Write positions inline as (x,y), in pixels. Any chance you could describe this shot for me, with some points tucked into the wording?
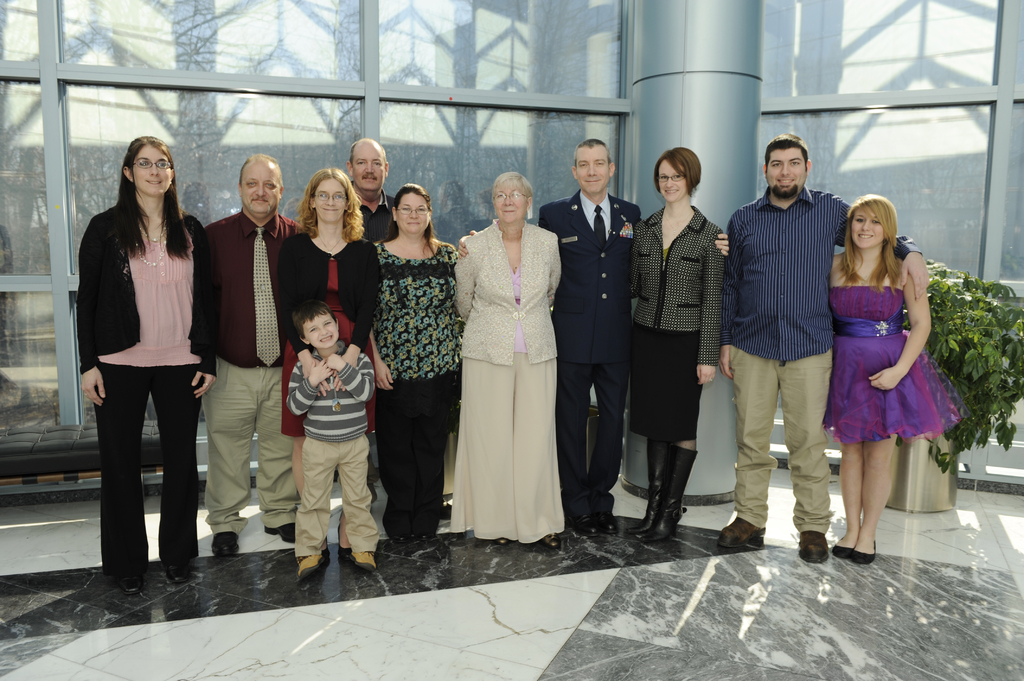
In this image we can see people (146,190) standing on the floor (453,564). In the background of the image (363,52) there is a glass wall (308,112), pillar (712,35) and plant (948,285).
